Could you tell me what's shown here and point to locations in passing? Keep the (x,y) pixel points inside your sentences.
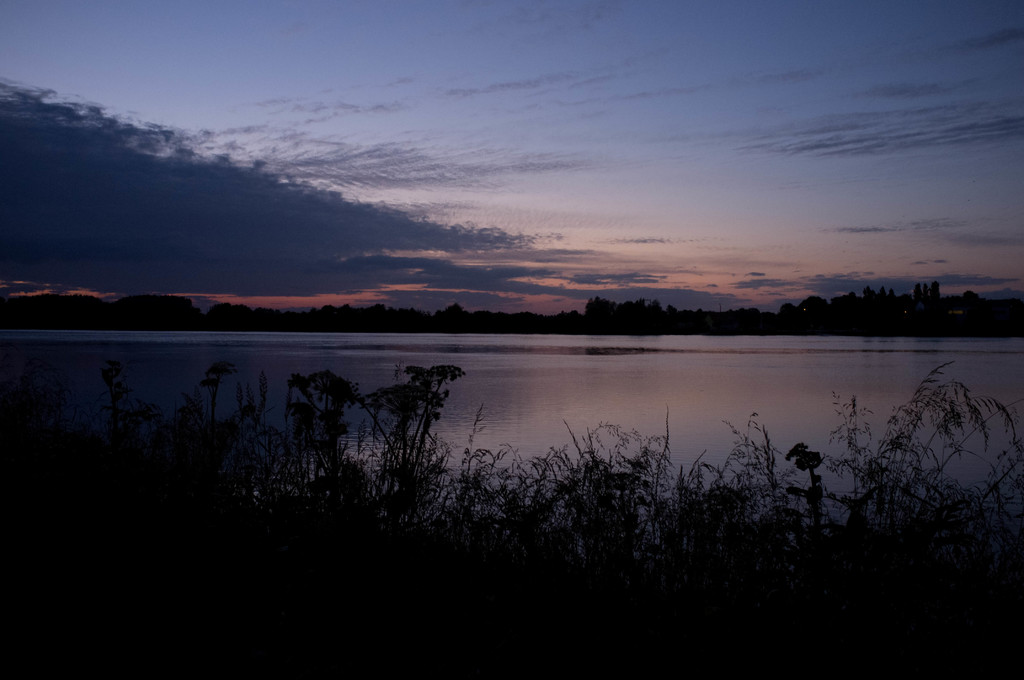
In the foreground of the picture (452,499) there are plants (467,513) and trees (133,509). In the center of the picture (551,363) there is a water body (630,351). In the background (333,310) there are trees (31,321). At the top (418,109) it is sky (455,140).
